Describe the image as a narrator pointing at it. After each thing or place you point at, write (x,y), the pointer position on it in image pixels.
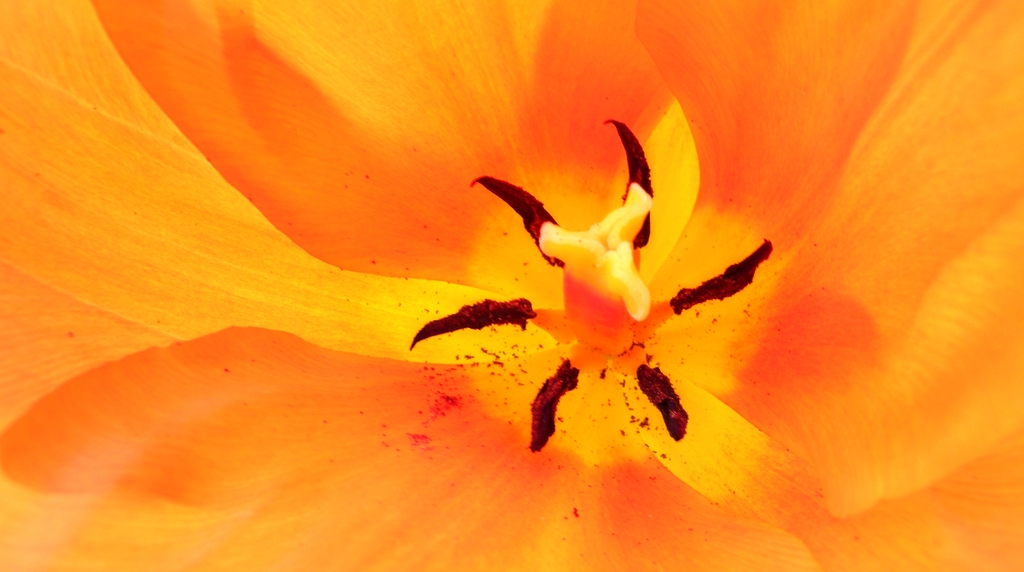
In this image we can see a flower (258,173).
